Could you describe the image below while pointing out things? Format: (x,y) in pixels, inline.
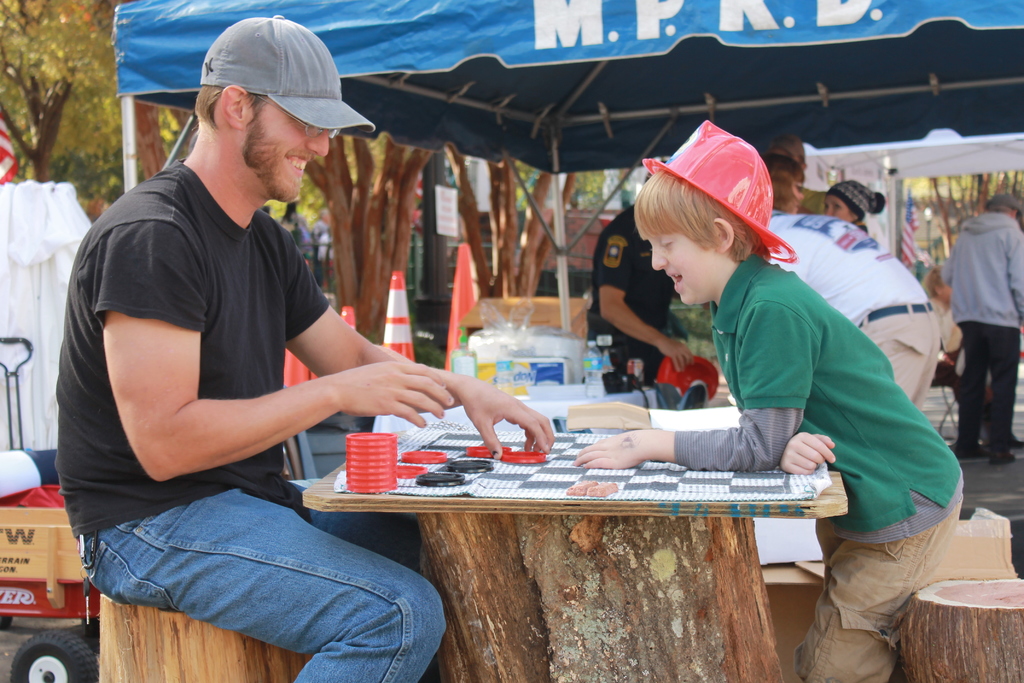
in the picture a person (263,292) and a child (819,428) is sitting opposite to each other and they are playing on the table (684,514) which is in front of them. here we can also see some tents (124,125) and trees (56,161).
